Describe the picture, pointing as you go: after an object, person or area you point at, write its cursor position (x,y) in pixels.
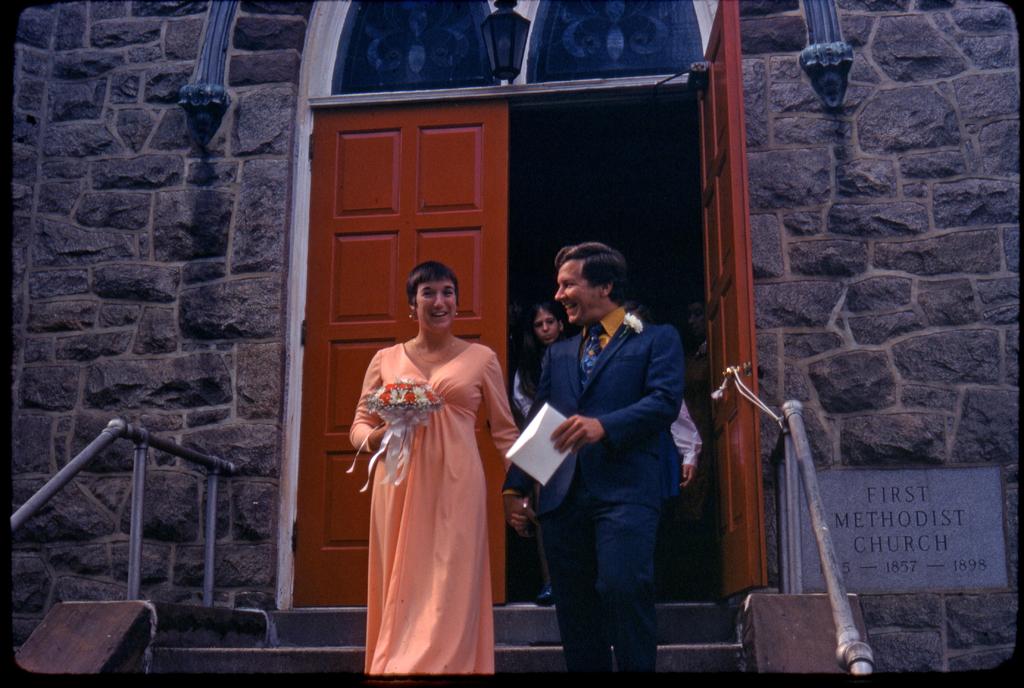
In this image we can see persons (429,418) on the staircase (532,635). In the background (135,319) we can see street light (486,22), door (321,178), wall (175,156) with cobblestones (193,285) and railing (204,454).
